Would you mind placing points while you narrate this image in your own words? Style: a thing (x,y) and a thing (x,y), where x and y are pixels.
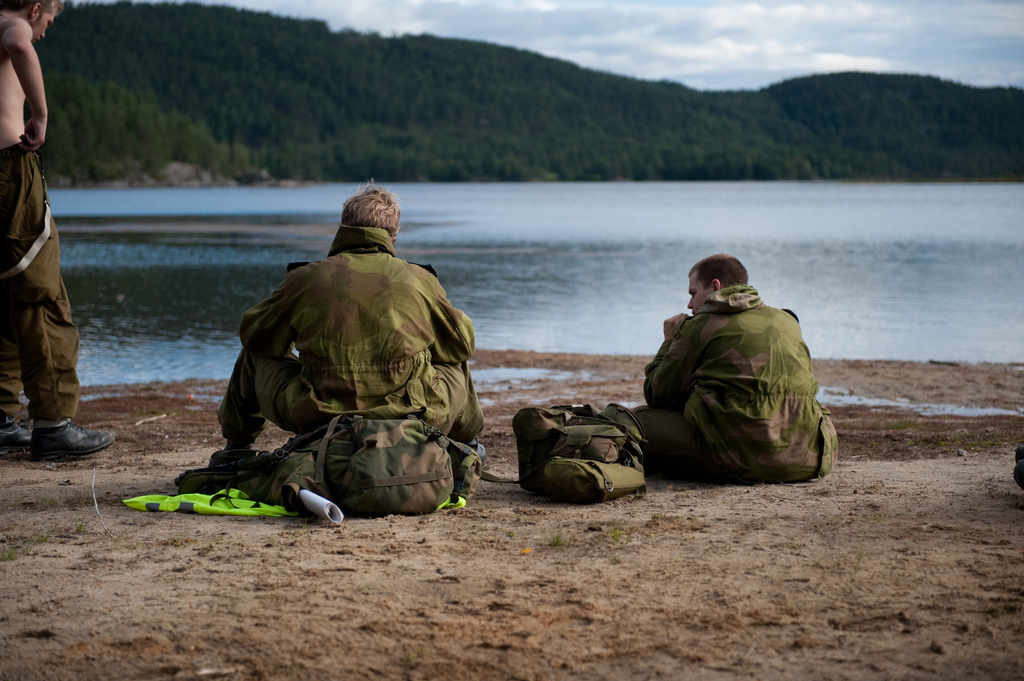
There is a person (784,415) sitting on the ground (821,484), near some bags (637,470) and there is another person (333,277) who is sitting near the bag (624,465) which is on the ground (426,519). On the left side (54,274), there is a person (40,154) in pant (59,286), standing on the ground (65,462). In front of them, there is water (534,188). In the background (848,136), there is mountain (279,93) and there are clouds (708,25) in the blue sky (812,25).
